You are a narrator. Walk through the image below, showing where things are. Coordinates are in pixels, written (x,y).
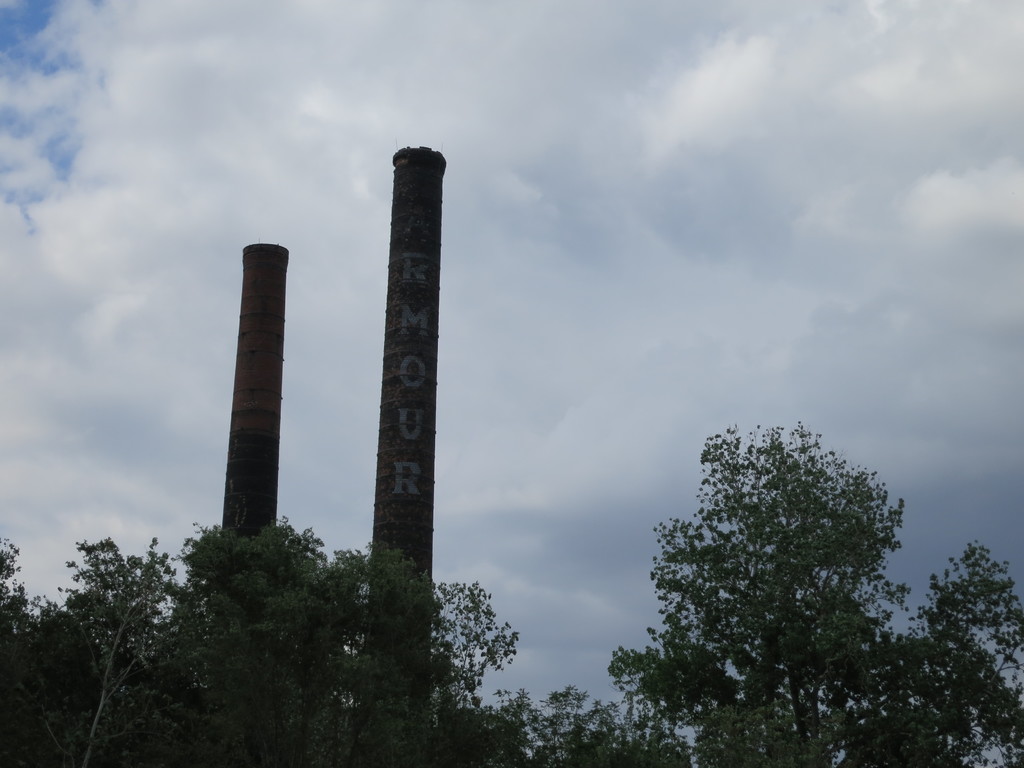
In the image there are trees (367,711). And in the middle of trees (378,614) there are two poles (429,323) with something written on it. At the top of the image (773,236) there is a sky (688,288) with clouds (42,202).
